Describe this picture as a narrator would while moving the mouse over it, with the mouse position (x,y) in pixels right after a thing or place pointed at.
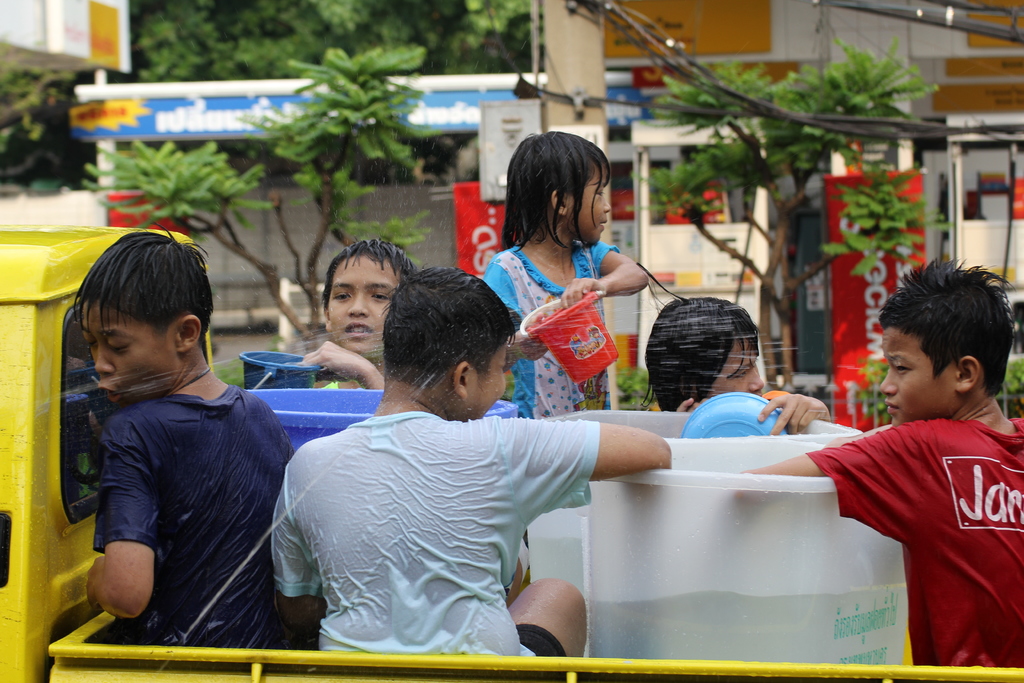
In this image we can see children (897,484) are sitting and playing with water (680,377). In front of them water containers (786,566) are there and they are sitting in yellow color vehicle (82,636). Background of the image (476,214) trees (803,171), banners (477,196), wires (908,125) and buildings (790,23) are present.
